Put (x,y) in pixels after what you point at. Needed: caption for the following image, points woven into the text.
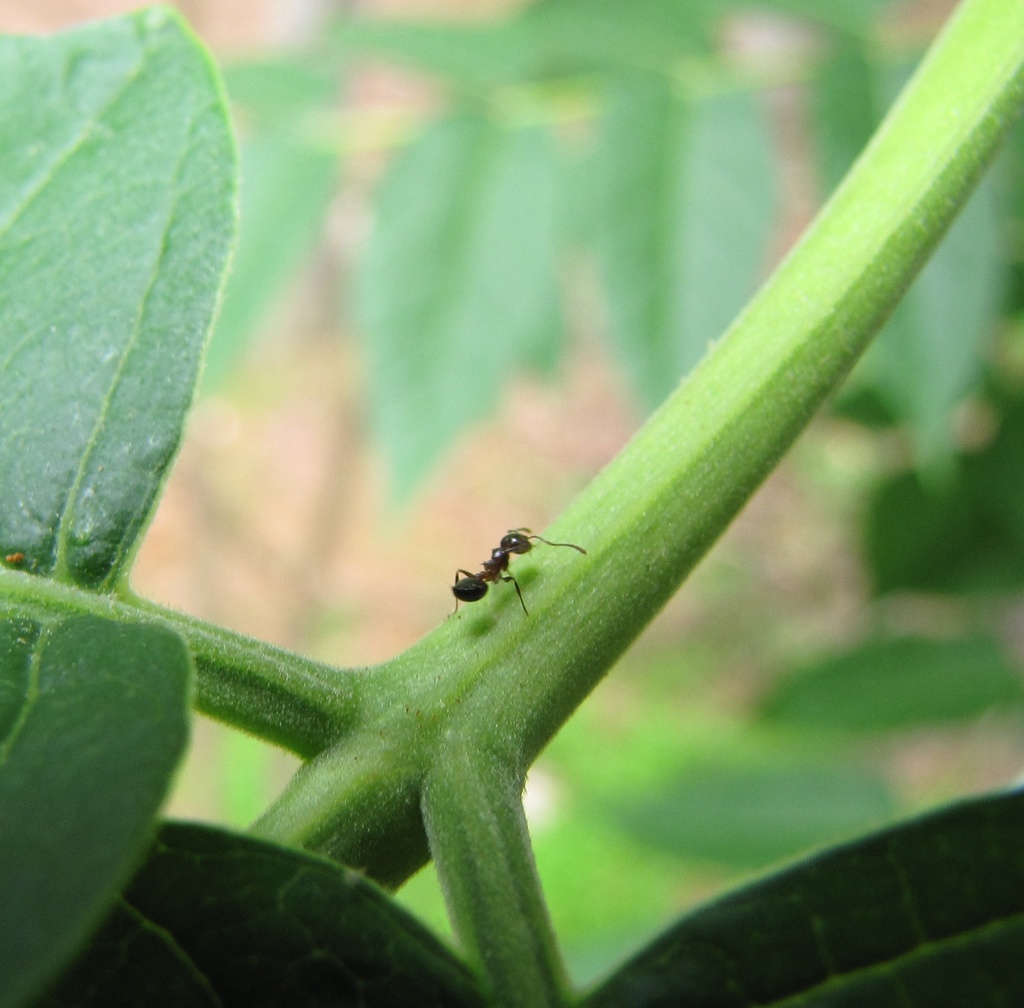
In the center of the image (497,559) we can see ant (466,583) on the plant (379,698).
